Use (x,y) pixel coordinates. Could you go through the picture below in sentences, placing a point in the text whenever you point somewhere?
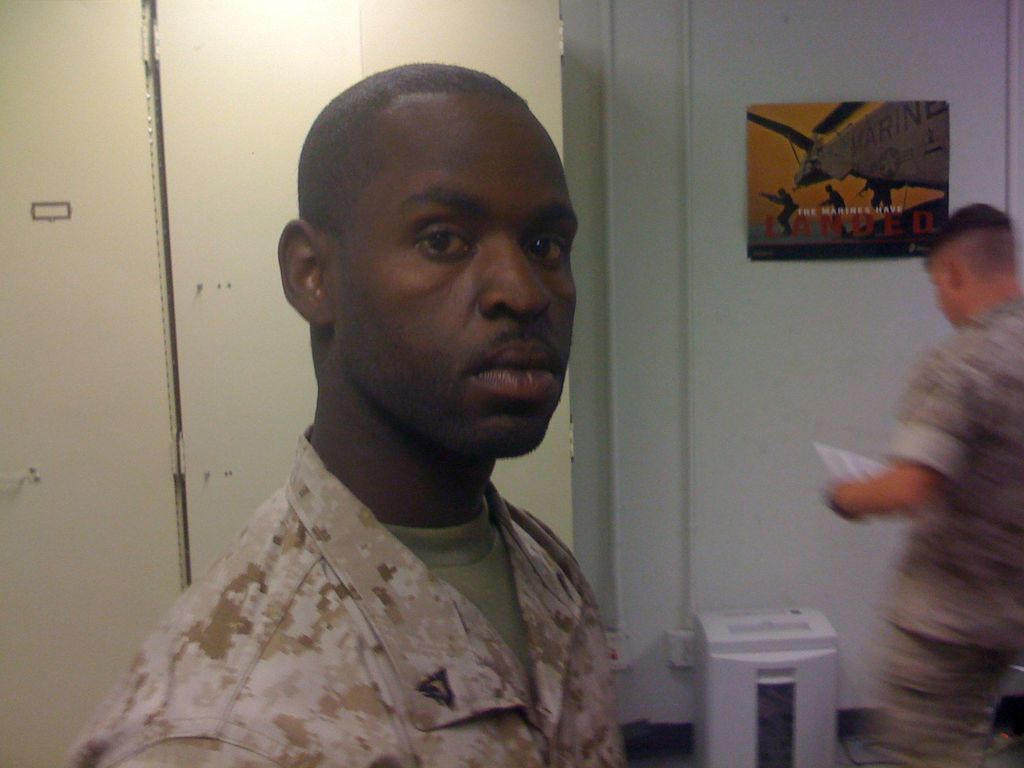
This picture is taken inside the room (742,521). In this image, on the right side (949,438), we can see a man (984,319) standing and holding a paper (845,469). In the middle of the image (371,490), we can also see another person (512,576). In the background (58,350), we can see a shelf (91,311) and a wall (790,343) with some posters (817,247) attached to the wall (806,262). At the bottom (797,689), we can see an electronic gadget (773,719).
